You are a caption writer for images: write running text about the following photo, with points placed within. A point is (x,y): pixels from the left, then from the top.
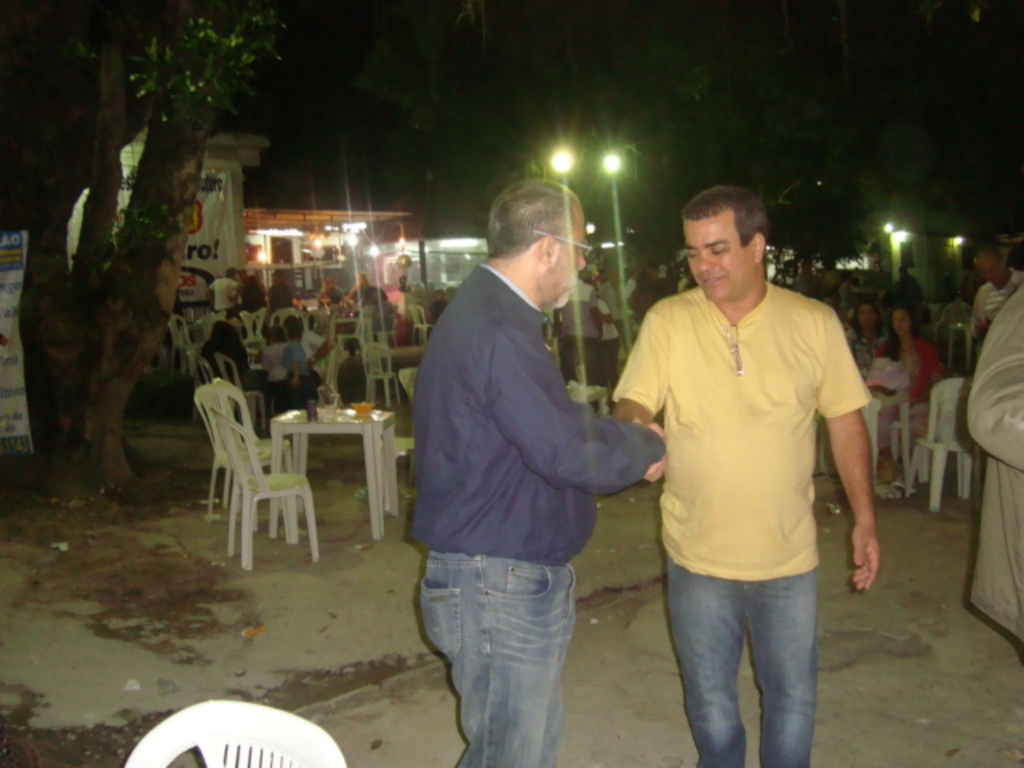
In this image I can see two men (527,317) are standing and I can also see he is wearing a specs (564,238). In the background (243,553) I can see number of chairs (254,339) and number of people (925,366) on it. I can also see few tables (350,418) and trees (113,59).
